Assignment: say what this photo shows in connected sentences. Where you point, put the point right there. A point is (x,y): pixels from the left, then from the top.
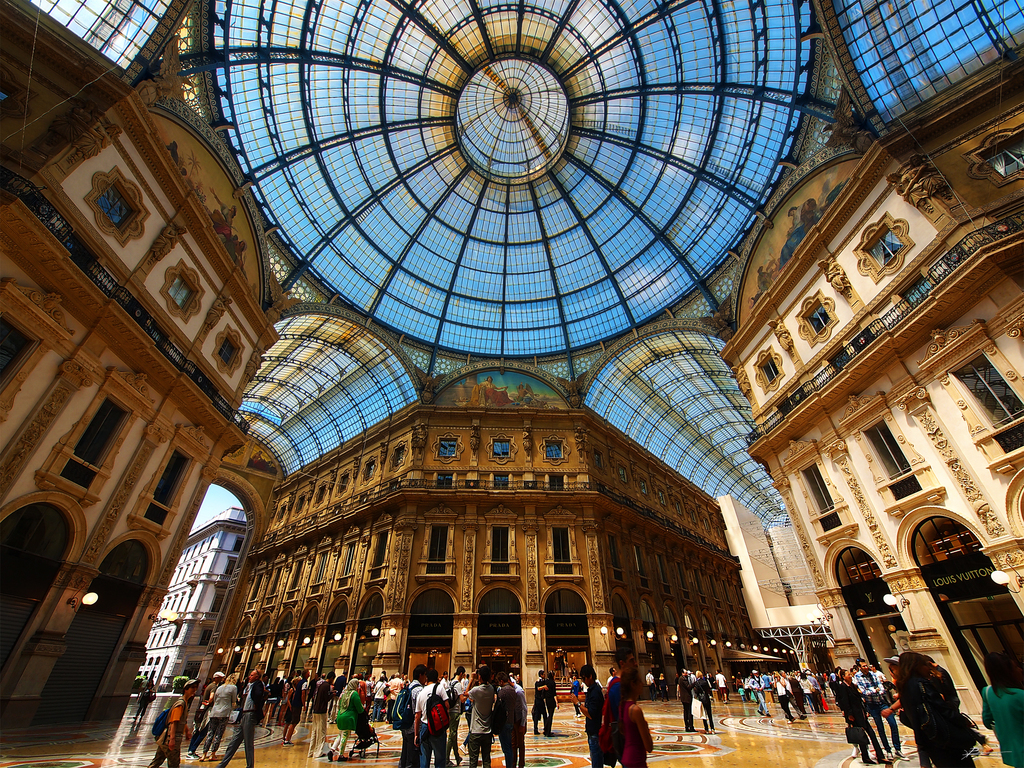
In this image there are three buildings (266,513) and the buildings (612,501) are connected with big roof (700,40), in the middle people (585,704) are walking.
